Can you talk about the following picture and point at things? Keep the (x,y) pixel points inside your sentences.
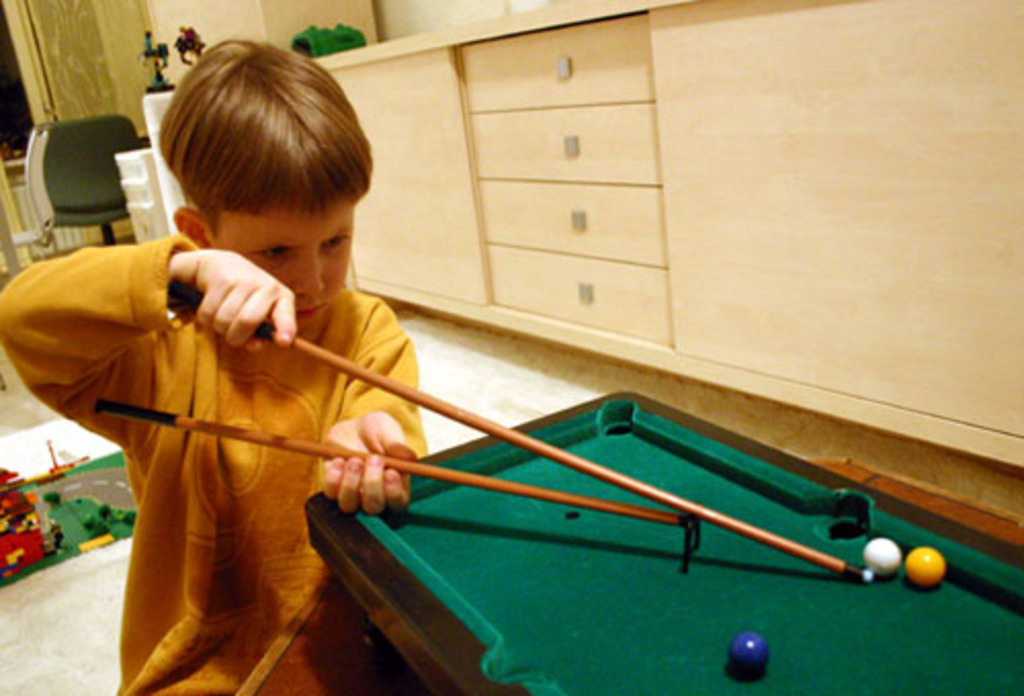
In the image we can see there is a kid (240,204) who is standing and he is wearing yellow colour shirt (237,502) and he is holding sticks (368,377). There is a small billiard board (729,619) on which there are balls (913,571) kept on it. Behind there is a chair (61,186) which is in green colour and table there are toys (153,45).
